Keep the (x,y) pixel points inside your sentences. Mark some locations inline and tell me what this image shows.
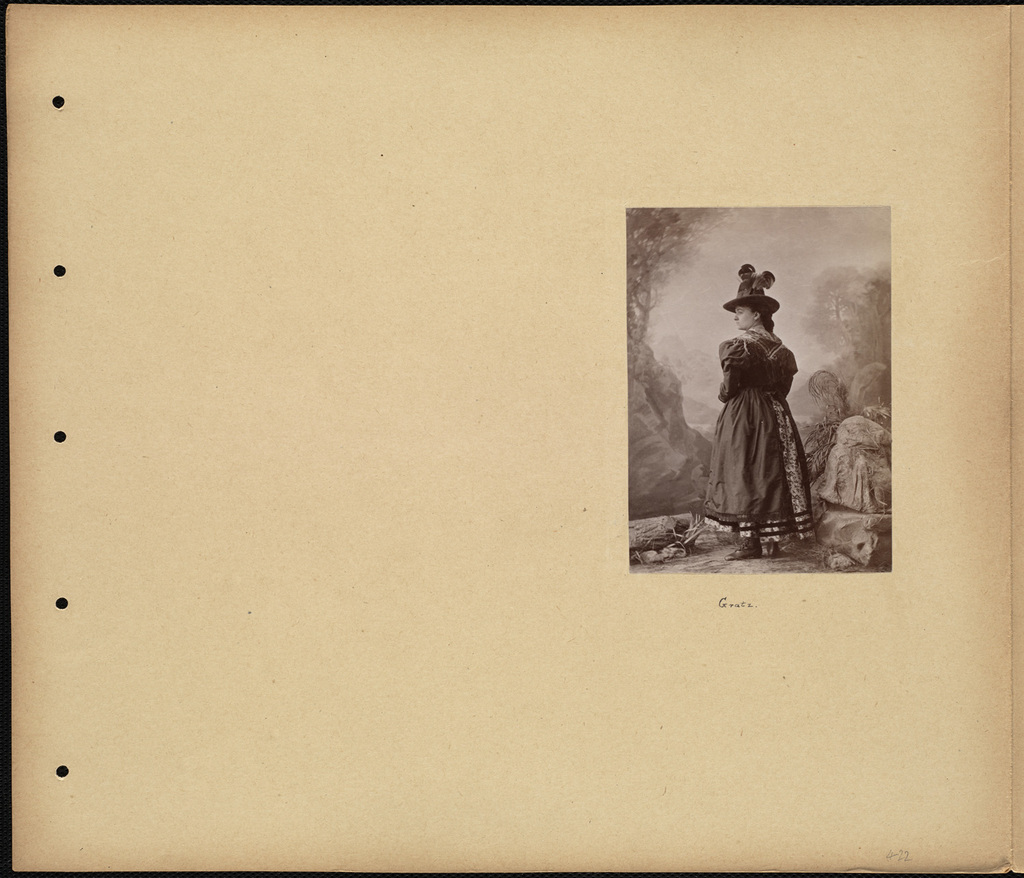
This picture seems to be an edited image with the black borders (1,688). On the right (847,442) we can see the picture of a person (795,449) wearing dress (758,393), hat (758,294) and standing on the ground (710,545) and we can see the rocks (860,431) and trees (675,238) in the background (812,297).
